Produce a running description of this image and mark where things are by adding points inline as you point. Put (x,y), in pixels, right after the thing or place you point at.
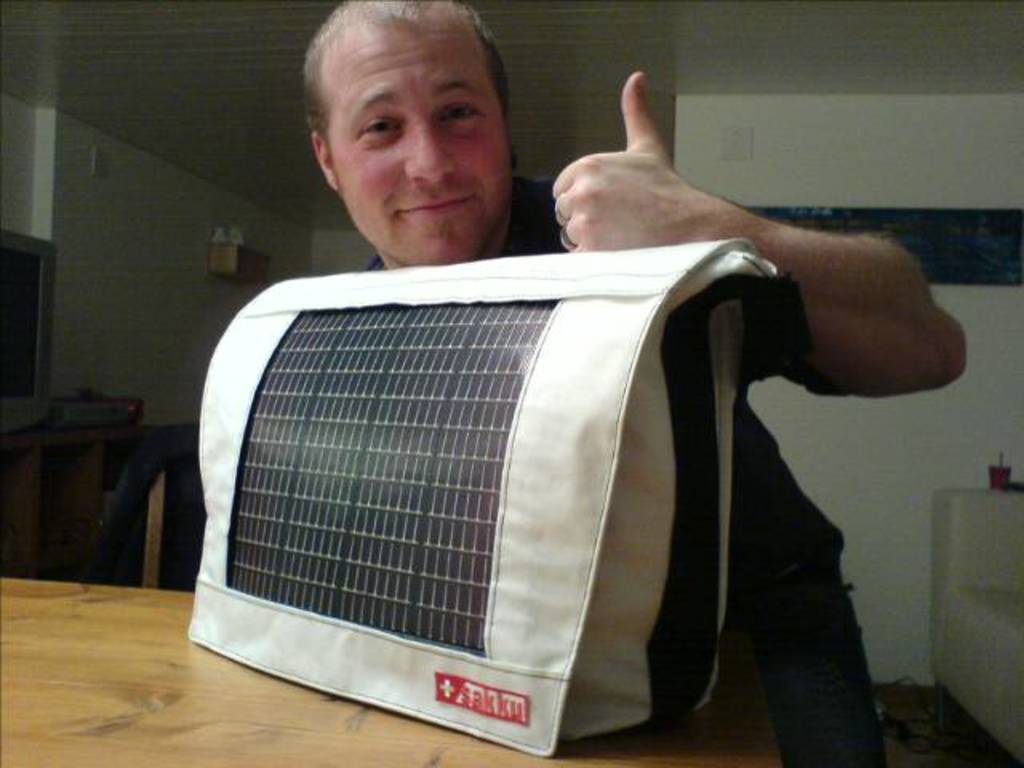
In this picture we can see a man (316,110) smiling, and in front of him here is table (176,675) and a bag (239,642) on it, and at the back (863,410) here is the wall (874,428).
